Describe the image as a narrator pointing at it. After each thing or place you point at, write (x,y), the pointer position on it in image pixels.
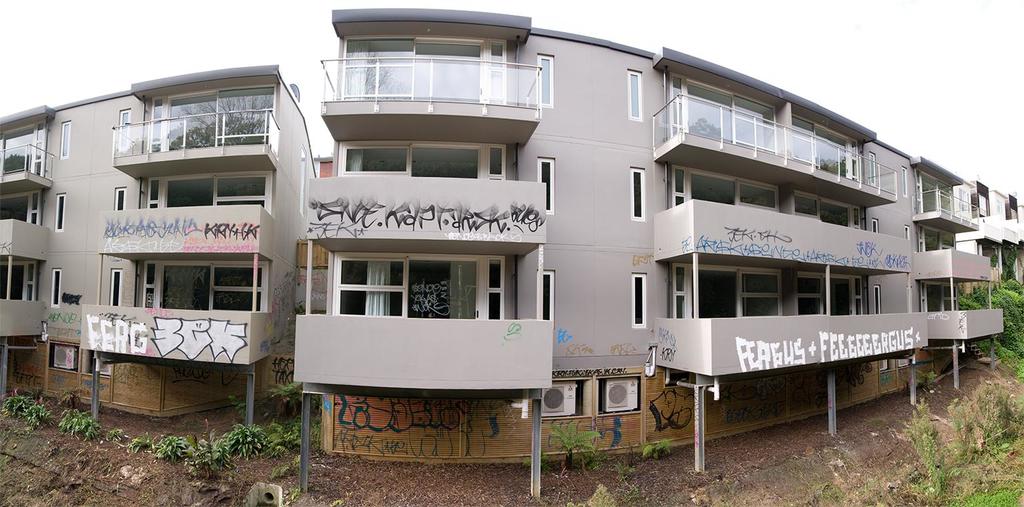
In this picture, we see the buildings (492,320) in grey color. It has glass railing (390,79), windows (409,279) and doors (429,290). This picture contains the wall graffiti (213,222). At the bottom (365,469), we see the plants (256,444) and the soil (978,386). On the right side (1023,306), we see the trees (1023,293). At the top (135,49), we see the sky (171,53).
